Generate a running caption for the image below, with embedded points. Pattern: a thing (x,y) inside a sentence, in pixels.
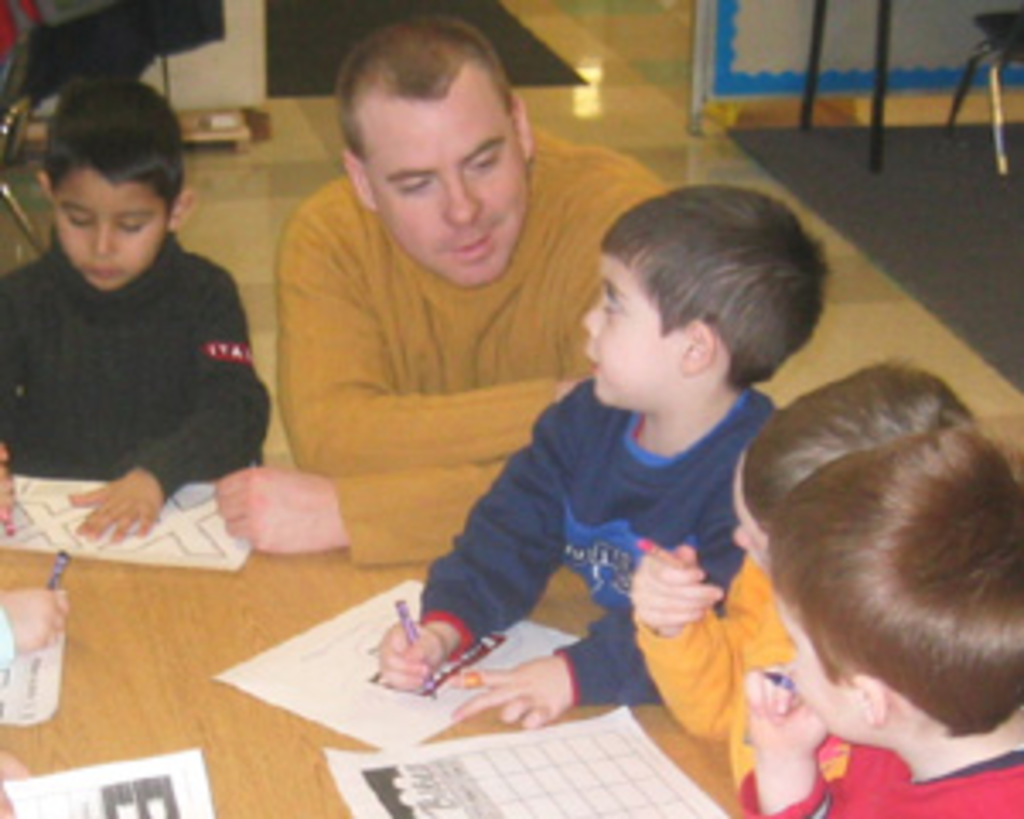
In this image there some persons (489,421) sitting as we can see in middle of this image (556,355). There is one table (214,576) at bottom left corner of this image (172,664), there is one chair (16,105) at top left corner of this image (63,37) and there are some objects (957,105) at top right corner of this image (883,60). There are some papers (190,548) kept on this table (164,614) which is in white color.
